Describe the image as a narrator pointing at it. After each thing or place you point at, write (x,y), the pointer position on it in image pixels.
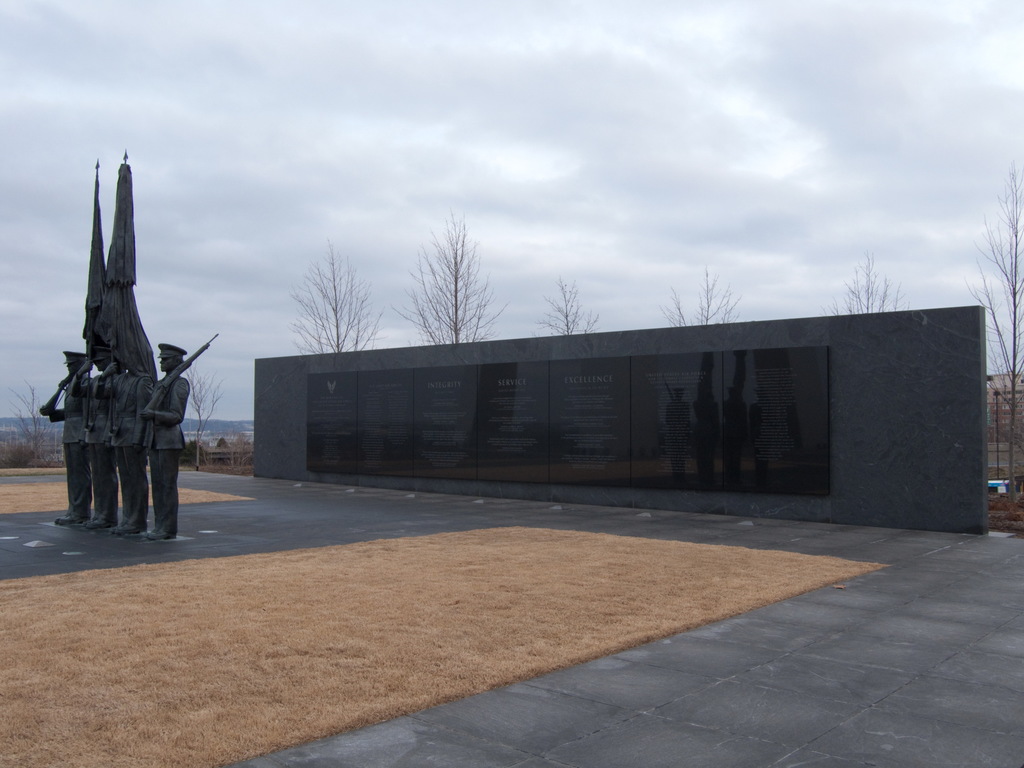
In this image I can see the statues of the people (89,470) holding the guns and flags (99,338). In the background (458,489) I can see the board (711,433) to the wall (892,436). I can also see many trees (363,314), clouds (535,221) and the sky (278,106) in the back (323,66).
